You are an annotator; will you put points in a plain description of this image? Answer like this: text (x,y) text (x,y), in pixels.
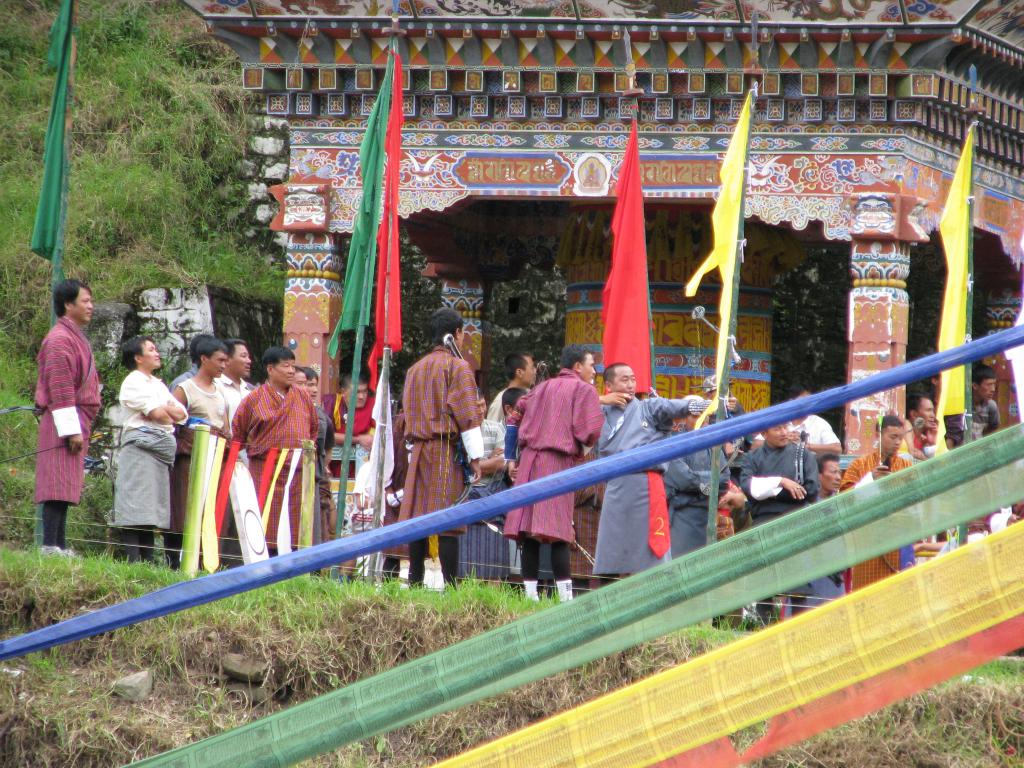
In this image we can see a few people (656,428), flags (394,267), poles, clothes (603,556), and a temple (505,162), there are some plants (211,169), grass (166,135).
